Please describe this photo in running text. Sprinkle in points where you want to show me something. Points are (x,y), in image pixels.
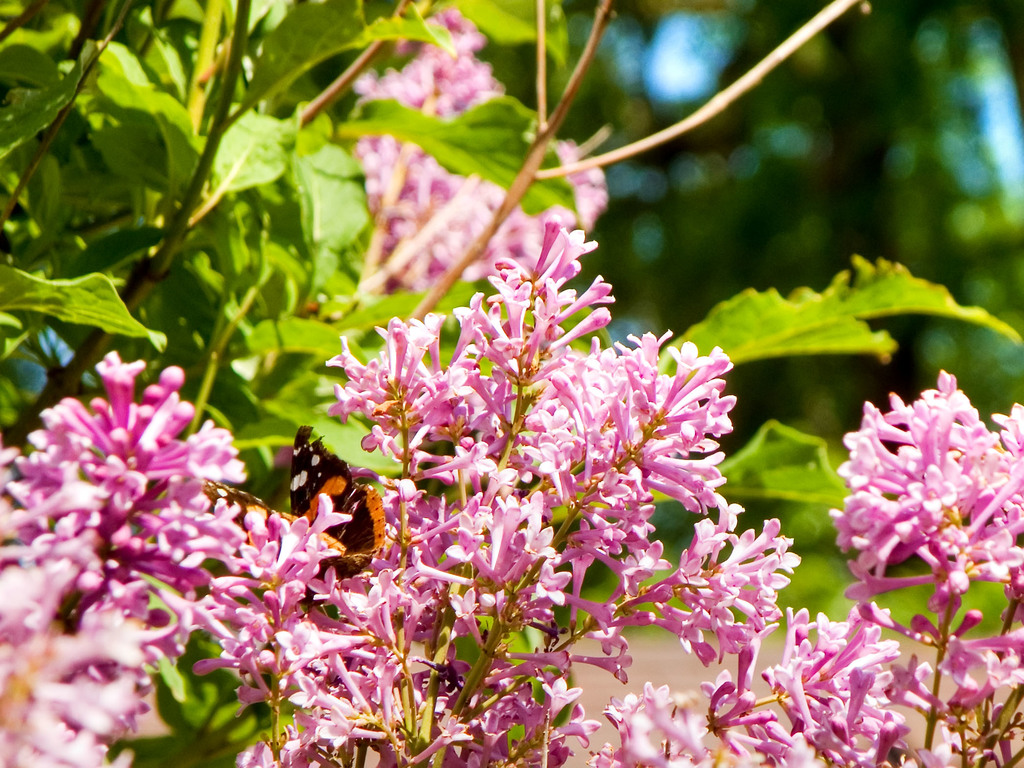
In this image we can see a butterfly (308,506) on the flowers (319,514). We can also see a bunch of flowers (536,537) to the stems (638,597) of a plant (539,514).
